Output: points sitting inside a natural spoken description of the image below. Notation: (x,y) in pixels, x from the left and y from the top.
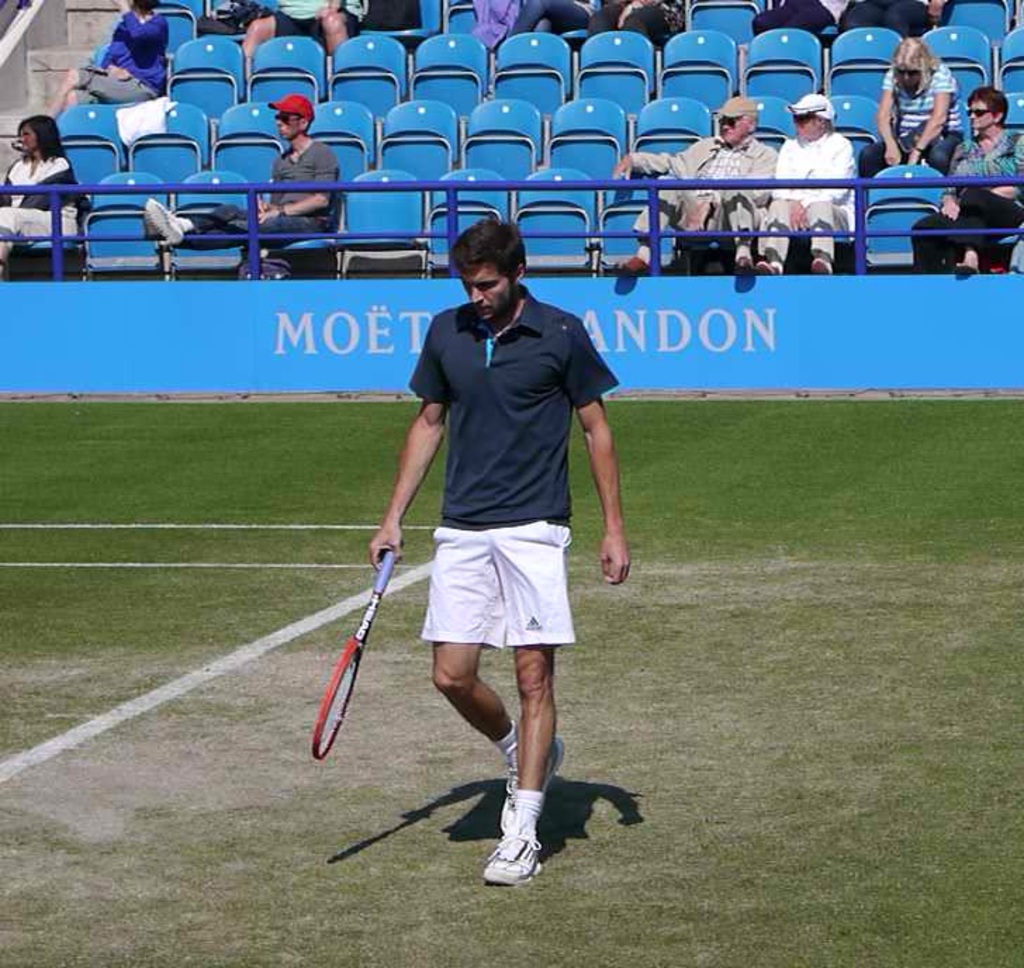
In this picture we can see a man (525,461) is holding a tennis racket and walking on the court (467,728). Behind the man (519,490) there is a board (980,378) and some people (197,223) sitting on the chairs (439,255).
